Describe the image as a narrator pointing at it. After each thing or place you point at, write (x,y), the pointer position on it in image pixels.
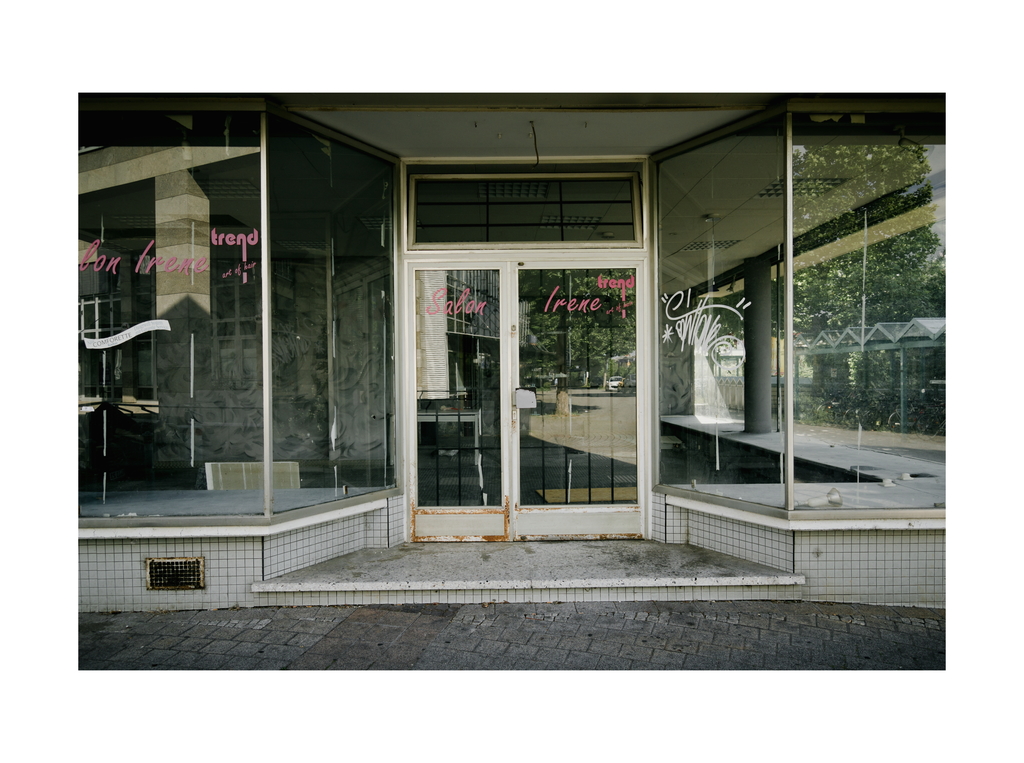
In this image we can see a building (573,367), there are doors (554,406), poles (902,361), trees (847,319) and a shed (841,349), on the doors (547,366), we can see some text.
